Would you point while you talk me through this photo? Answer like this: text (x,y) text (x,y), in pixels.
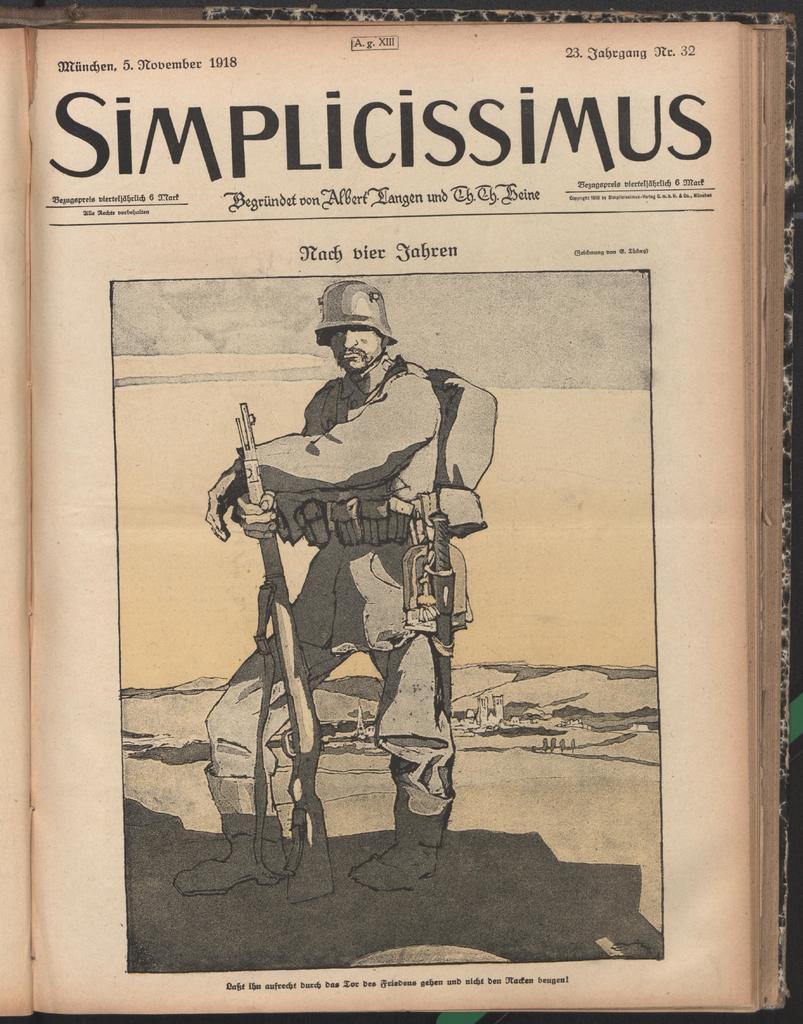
In this image we can see picture (315,586) of a person (355,517) and texts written on a paper (285,397) of a book (335,432).
